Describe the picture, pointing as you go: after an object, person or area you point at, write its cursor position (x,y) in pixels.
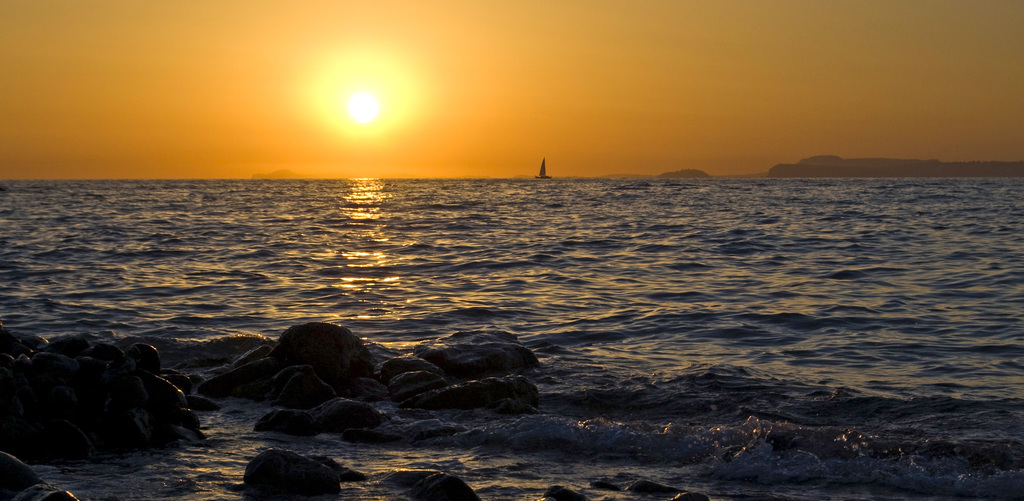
In this image we can see the water (311,287) and at the bottom of the image (363,421) we can see some rocks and there is a boat (536,176) on the water (316,185). We can see the mountains (924,175) in the background (955,164) and at the top (314,112) we can see the sky (262,98) with the sun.
